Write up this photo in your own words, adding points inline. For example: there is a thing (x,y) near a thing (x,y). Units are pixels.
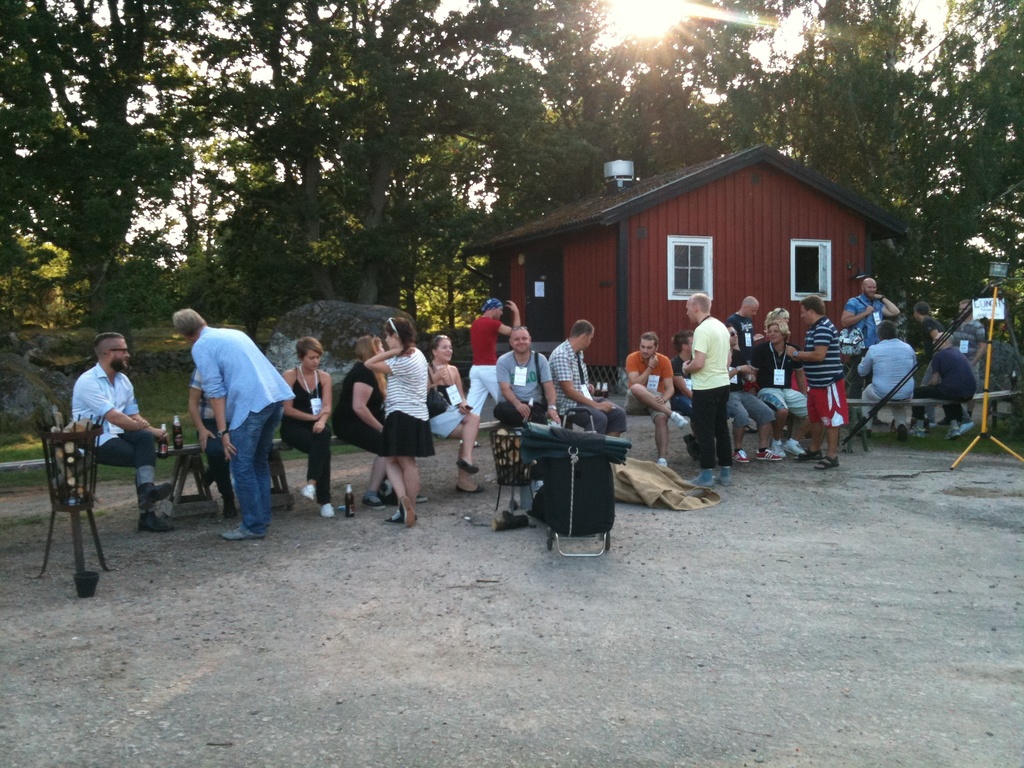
In this image we can see a group of people (466,421) on the ground (482,518). In that a man (143,485) is holding a bottle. We can also see some objects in a container (92,453), a bag (593,518), cloth (676,509) and a stand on the floor (842,602). We can also see grass (106,480), a house (599,310) with a roof (835,193), the rocks (339,362), a group of trees (489,226) and the sky (518,46).
